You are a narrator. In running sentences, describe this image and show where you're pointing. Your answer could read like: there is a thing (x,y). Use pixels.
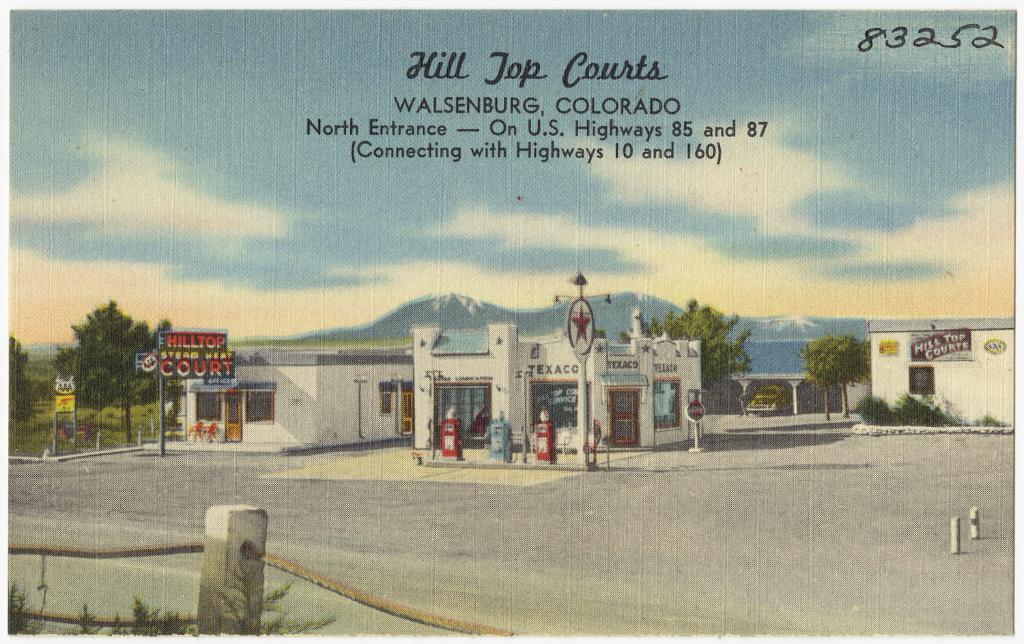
In the center of the image (533,425) we can see buildings (810,394) and trees (127,353). At the bottom (236,617) there is fence (217,620). In the background (370,276) we can see hill (444,304) and sky (514,223). There is a text (522,106).
